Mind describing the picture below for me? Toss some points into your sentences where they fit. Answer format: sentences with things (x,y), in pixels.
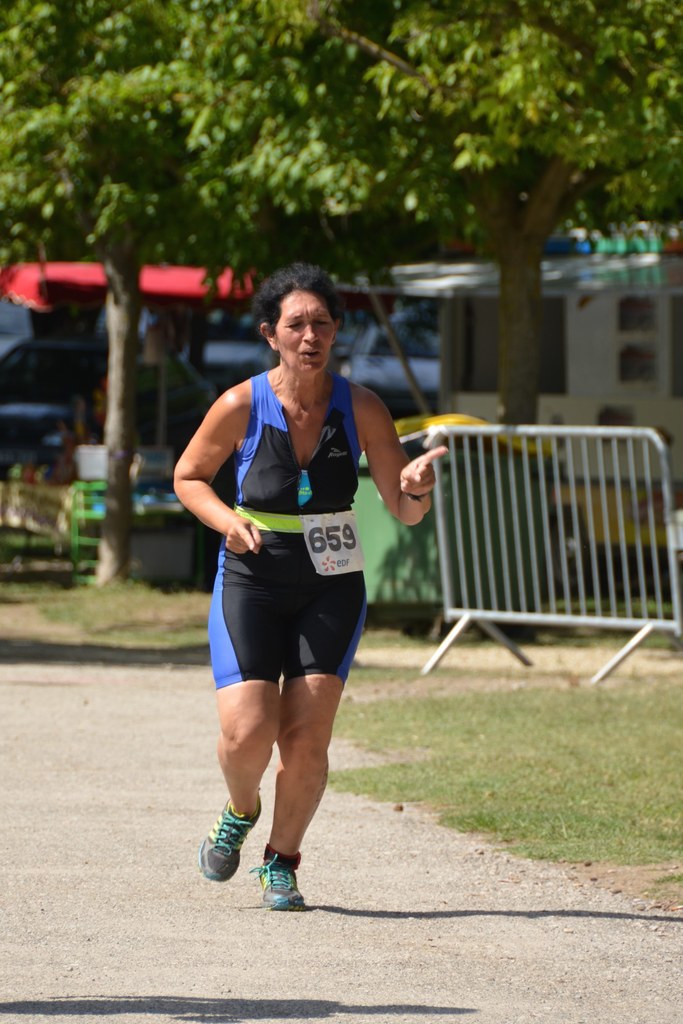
This image consists of a woman (259,626) running. She is wearing a blue and black colored dress (333,638). At the bottom (329,926), there is a road (48,934). On the right (541,433), there is a stand (454,635). In the background (194,249), there are trees (20,155) and vehicles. And we can see a small house (541,336).
